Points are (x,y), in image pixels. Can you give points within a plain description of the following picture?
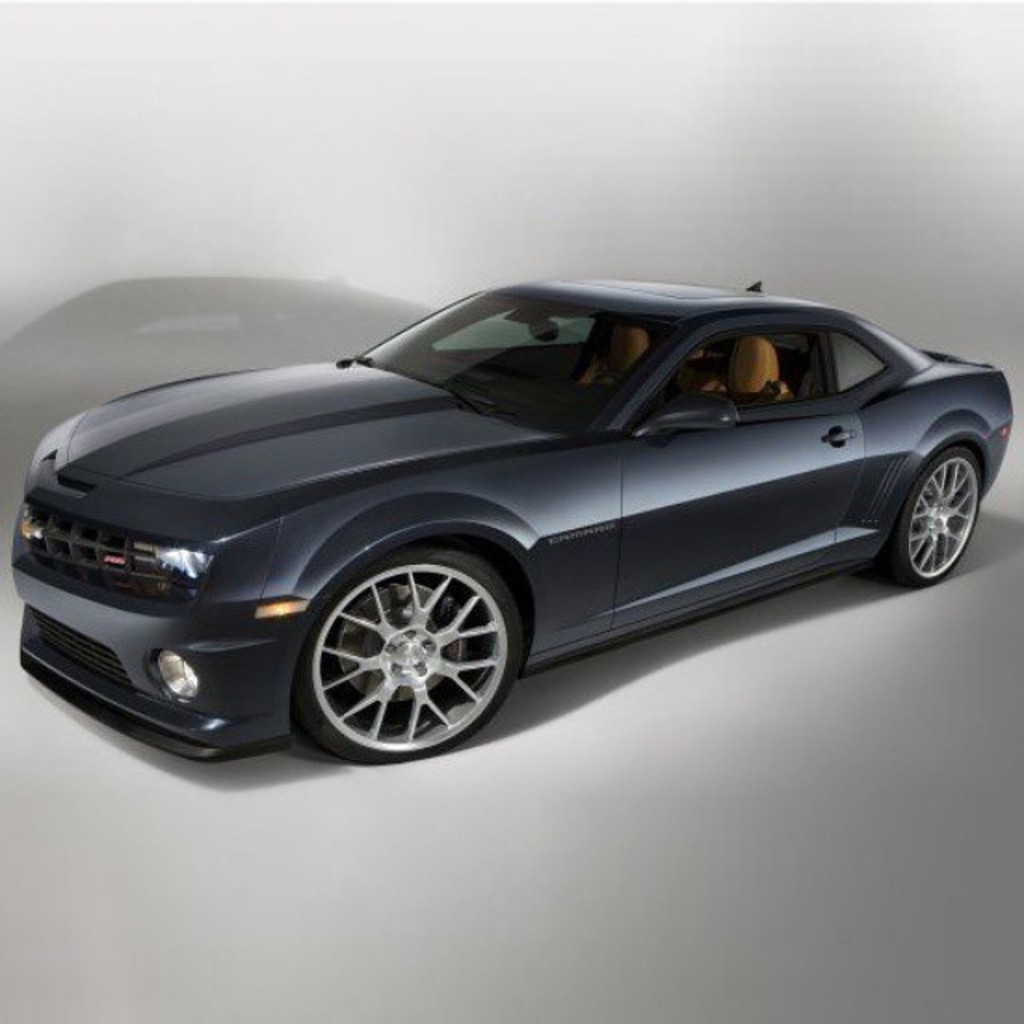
There is a black color car (367,709) in the center of the image (532,510) and the background (745,268) is white.
